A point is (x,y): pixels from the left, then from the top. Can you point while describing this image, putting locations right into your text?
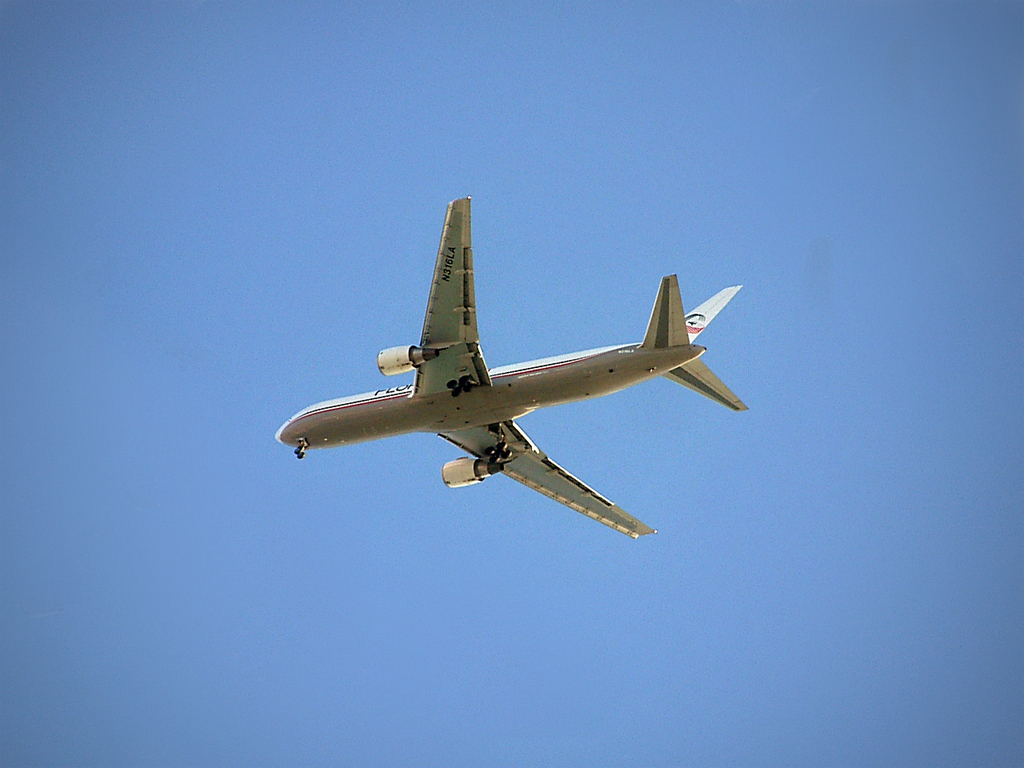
In this picture we can see an airplane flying and in the background (427,548) we can see the sky (445,553).
